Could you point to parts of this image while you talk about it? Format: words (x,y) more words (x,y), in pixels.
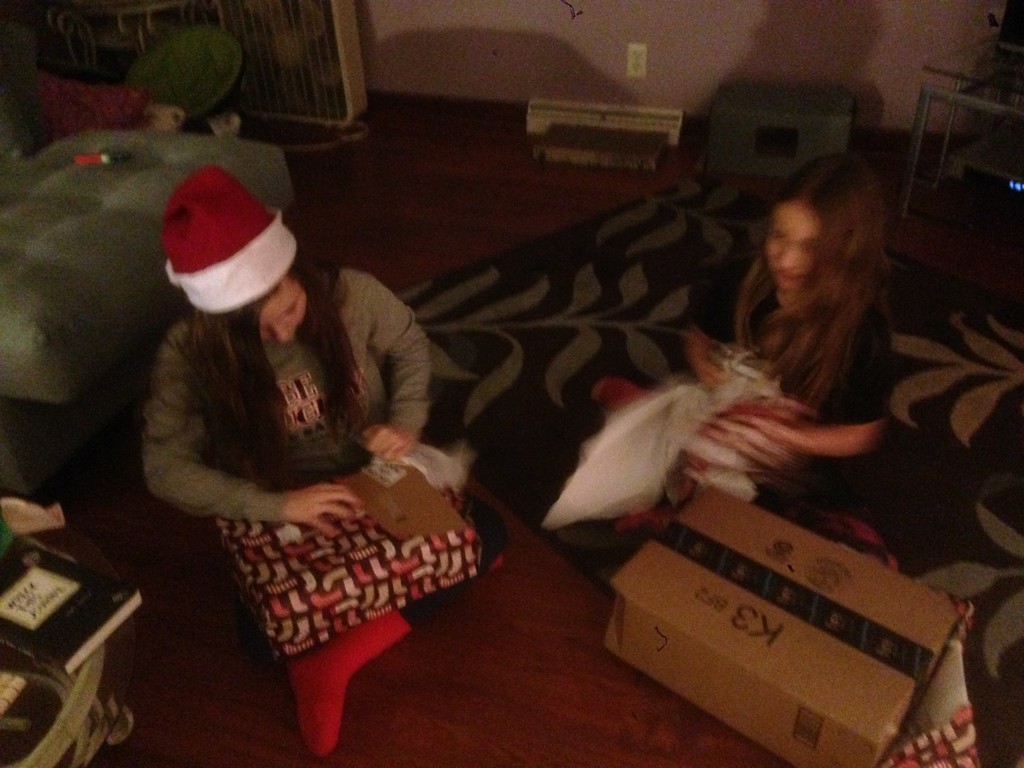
In this image, there are a few people (860,269). We can see the ground (516,654) with some objects (635,640) like a cardboard box (801,679). We can also see the wall (582,58) and some glass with objects (1021,162) on the right (988,45). We can also see a table (89,562) with a book (117,625) on the bottom left corner (117,625).
